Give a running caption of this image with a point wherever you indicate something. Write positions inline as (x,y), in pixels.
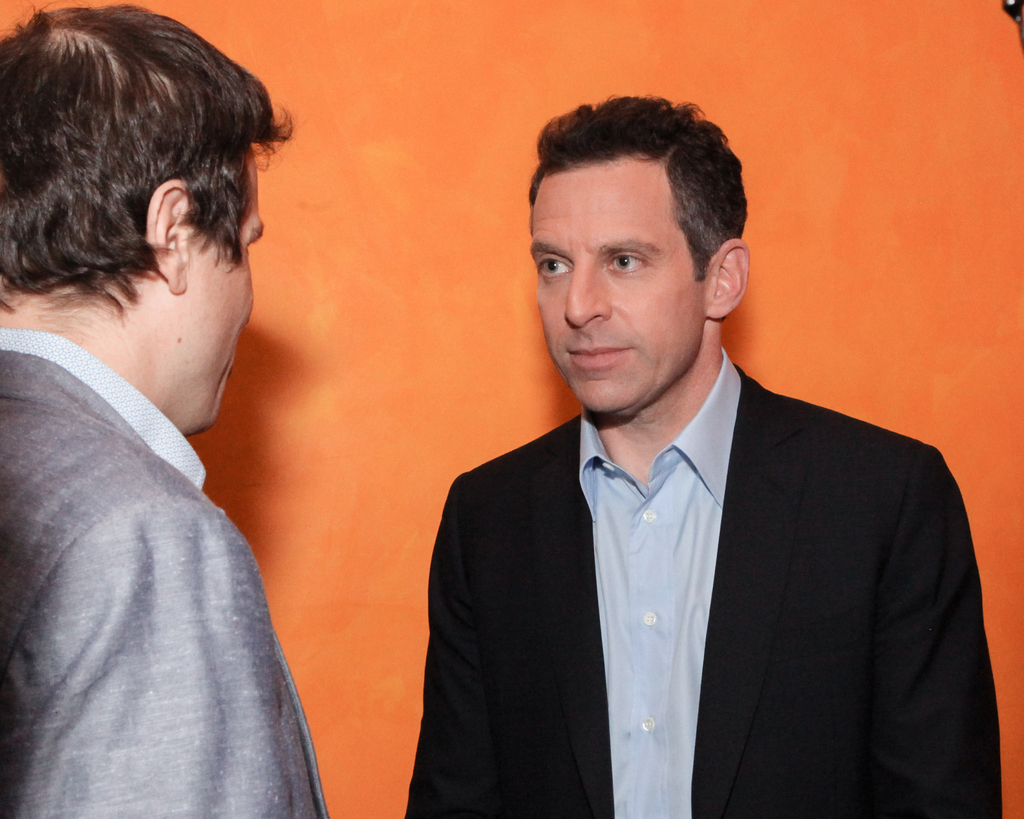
In the middle of the image (603,359) there is a man (669,634). He has worn a suit (713,624) and a shirt (612,632). In this image the background (368,718) is orange in color. On the left side of the image (174,495) there is a man (171,392).
